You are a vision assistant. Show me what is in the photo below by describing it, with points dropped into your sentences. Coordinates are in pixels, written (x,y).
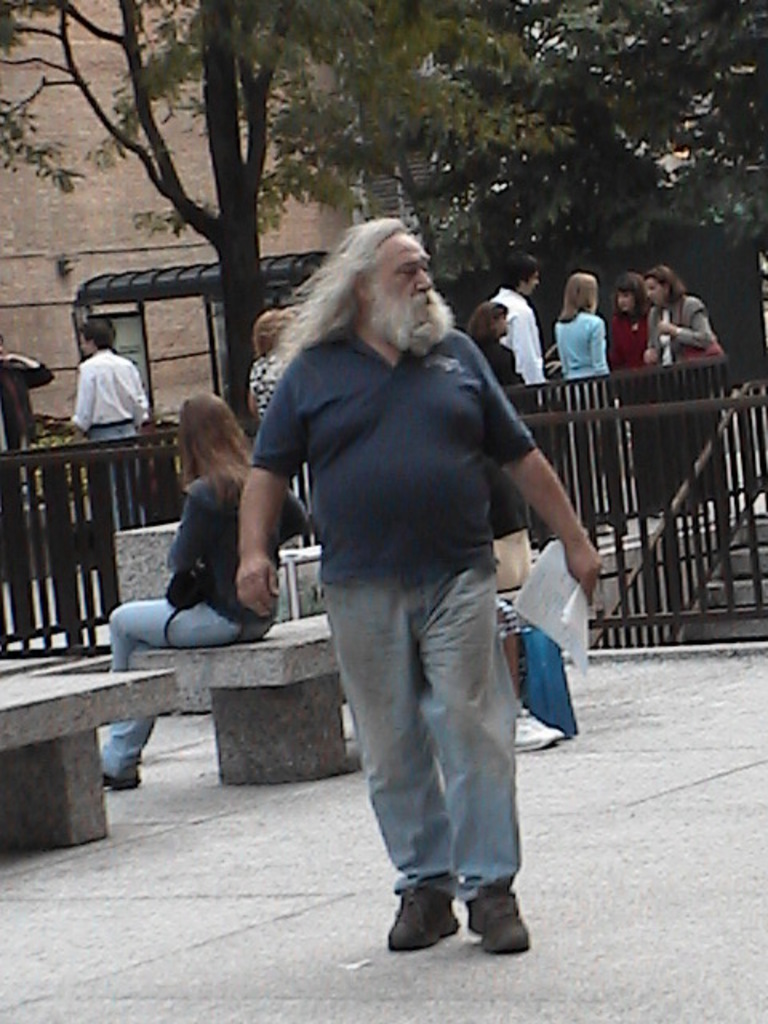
In this image, we can see a man (349,609) standing and holding papers (542,601) in his hand (571,564). In the background (347,165), there are trees (164,155), buildings (102,224), some people (626,320) and there are stairs (723,517) and we can see a lady (224,609) sitting on the bench (265,678).
